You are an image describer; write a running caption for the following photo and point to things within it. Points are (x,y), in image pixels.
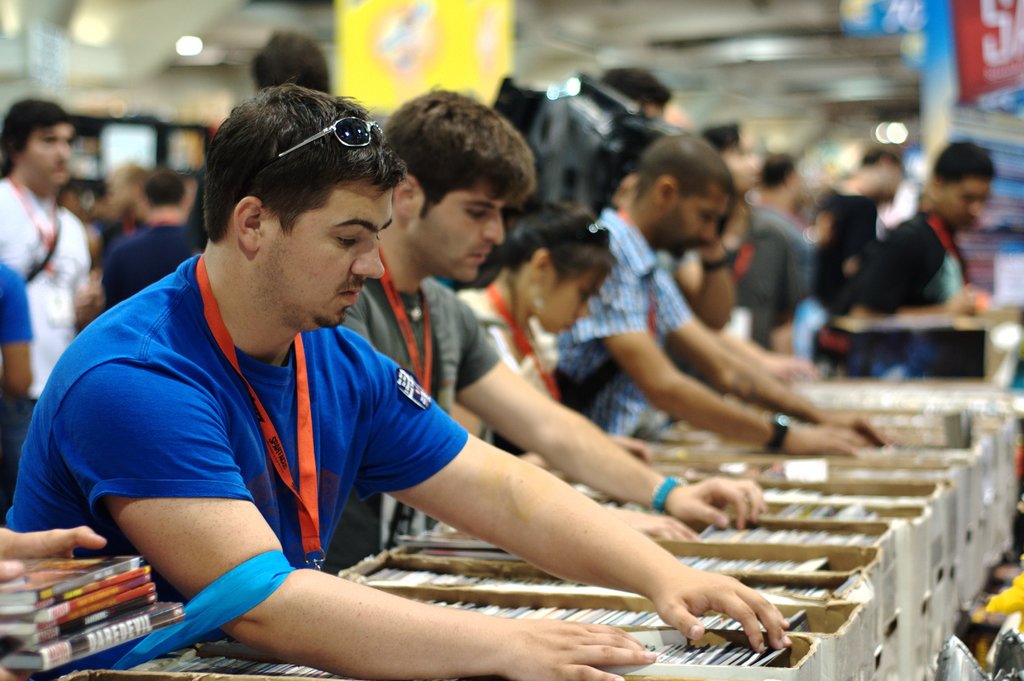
In this image there are group of people (468,440) who are setting the books (604,619) in the boxes (789,519) with their hands (670,600). They are wearing the id cards (307,461). At the top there are lights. In the background (8,342) there are few other people (38,366) who are standing on the floor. On the right side (979,86) top there is a banner (975,66).
